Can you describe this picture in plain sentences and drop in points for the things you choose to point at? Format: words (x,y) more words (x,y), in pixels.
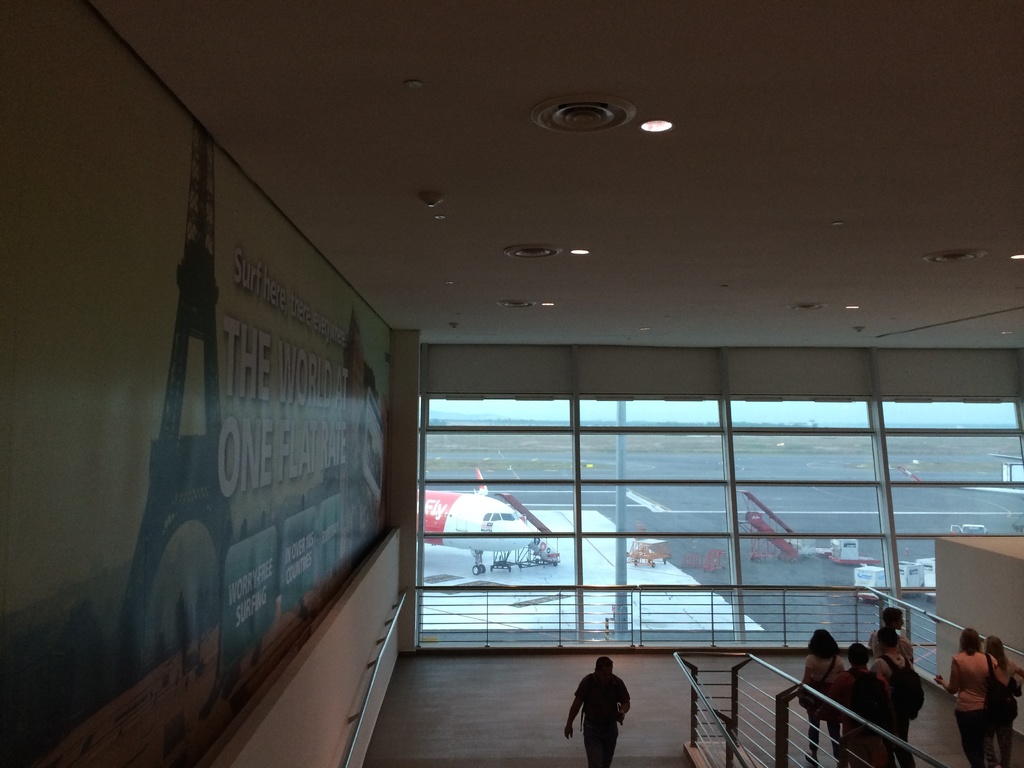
In this picture I can see few people (864,659) walking and they are wearing bags (896,665) and from the glass (760,552) I can see an aeroplane (505,526) and few trolleys (640,553) and I can see a poster (264,392) on the wall (242,358) with some text (225,333) and few lights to the ceiling (729,214).
